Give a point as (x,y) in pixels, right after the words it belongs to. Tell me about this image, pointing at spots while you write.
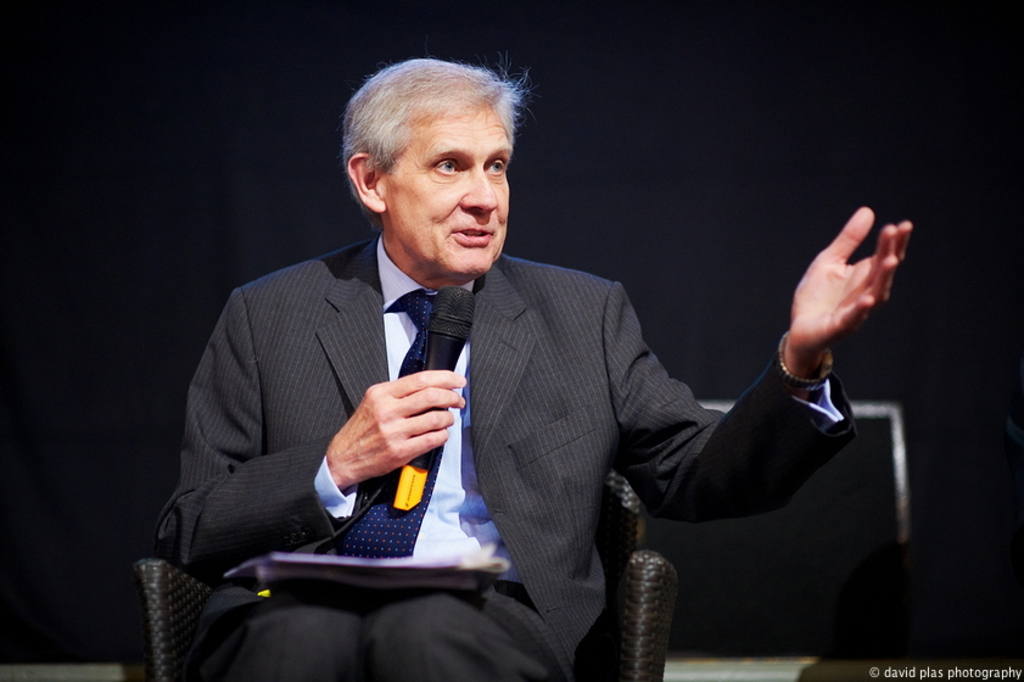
A man (580,390) sitting in a chair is holding mic (442,351) and speaking by looking at side and raising his hand (808,345).
